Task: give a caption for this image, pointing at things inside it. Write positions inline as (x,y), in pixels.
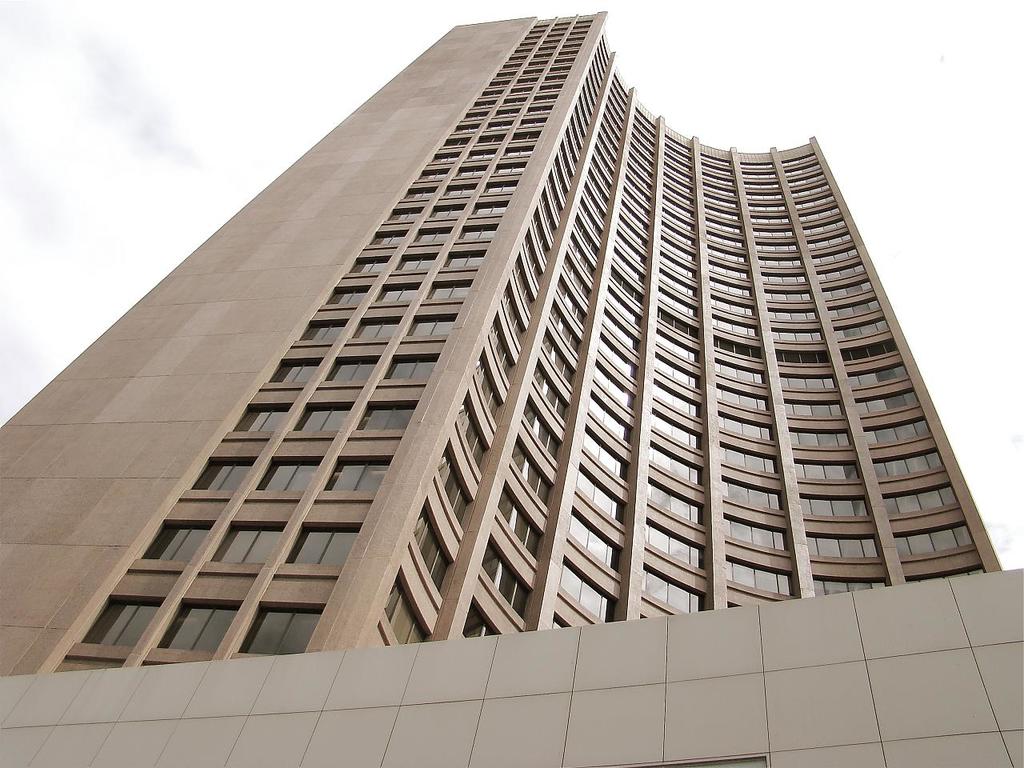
In this picture I can observe a building (522,424). This building (512,508) is in brown color. In the background (184,129) I can observe a sky (290,80) with some clouds (104,126).
